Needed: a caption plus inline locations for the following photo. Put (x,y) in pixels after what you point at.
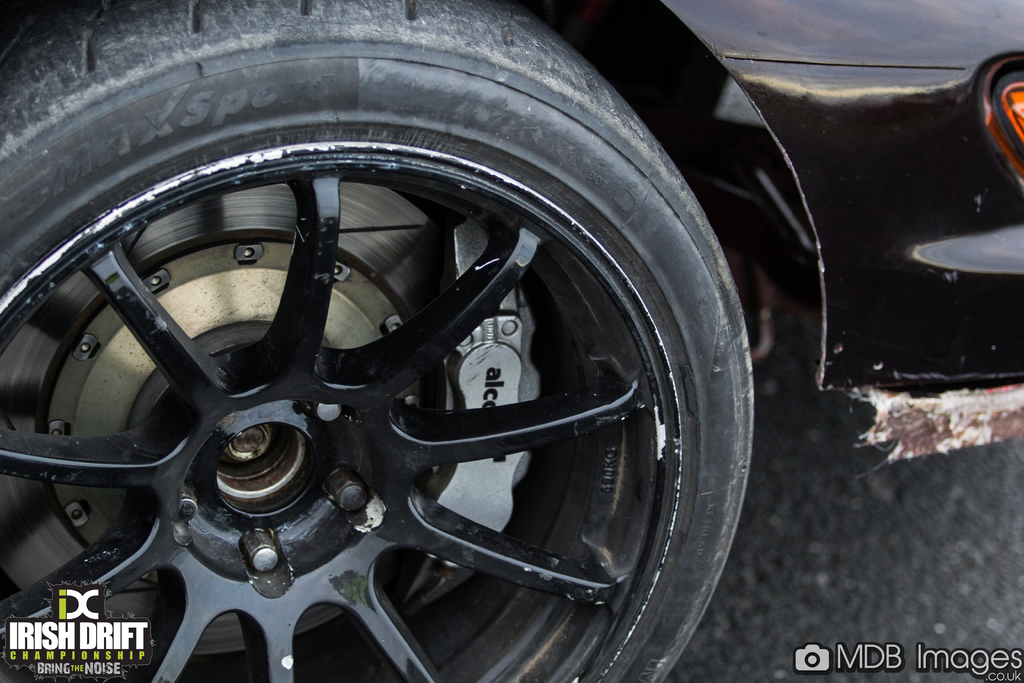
In this picture, we can see the tire (383,70) of a vehicle (362,126) and we can see the body part (945,161) of a vehicle (953,42) and we can see the road (881,559) and we can see the watermark (983,655) at bottom right (1000,671) and bottom left of the picture (146,623).
